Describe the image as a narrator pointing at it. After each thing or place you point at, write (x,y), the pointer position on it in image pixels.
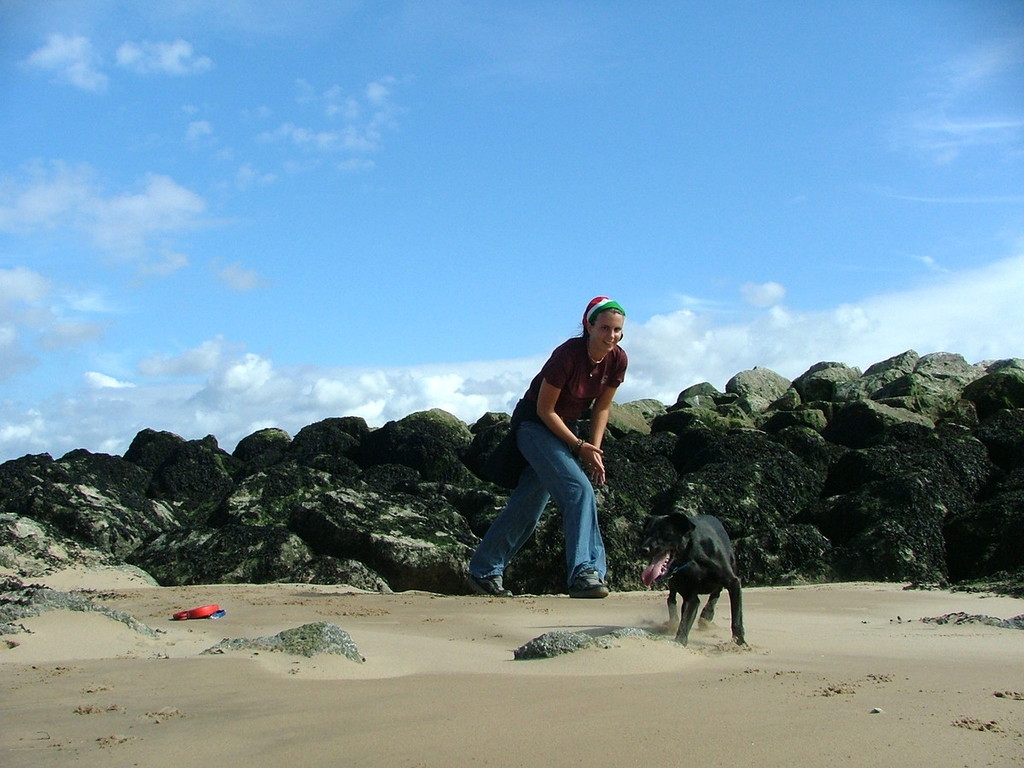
In the middle (569,473) a woman (579,481) is standing, she wore t-shirt (569,407), trouser (540,455). There is a dog (699,555) in black color in this image. At the top (449,231) it is the blue color sky (448,244).
